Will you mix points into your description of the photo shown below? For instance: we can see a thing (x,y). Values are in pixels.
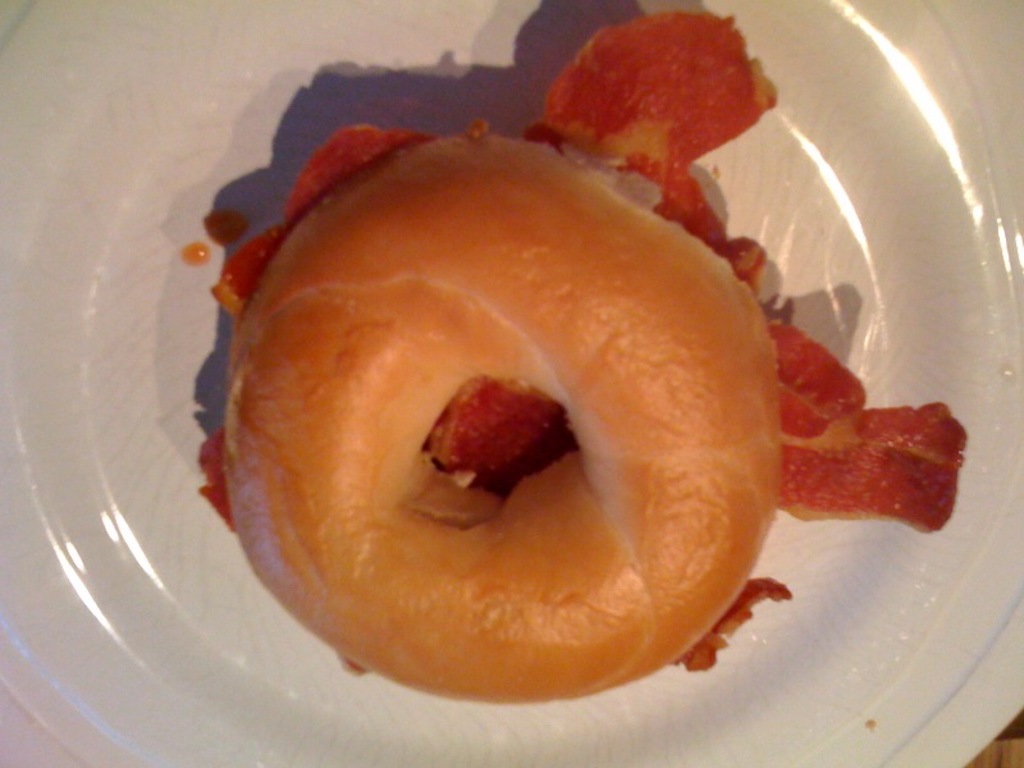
In this picture we can see a bacon bagel sandwich (608,426) placed on a white plate (187,112).
